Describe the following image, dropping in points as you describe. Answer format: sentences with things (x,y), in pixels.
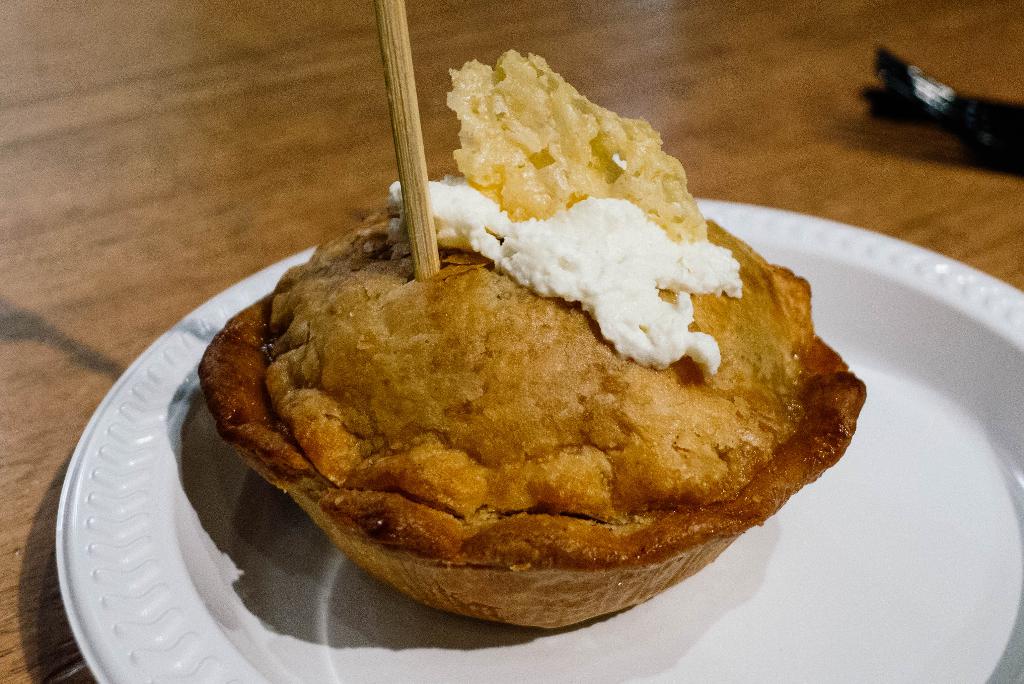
In this image we can see food (466,172) and stick (406,118) are placed in a plate (419,608) which is kept on the table (218,136).
